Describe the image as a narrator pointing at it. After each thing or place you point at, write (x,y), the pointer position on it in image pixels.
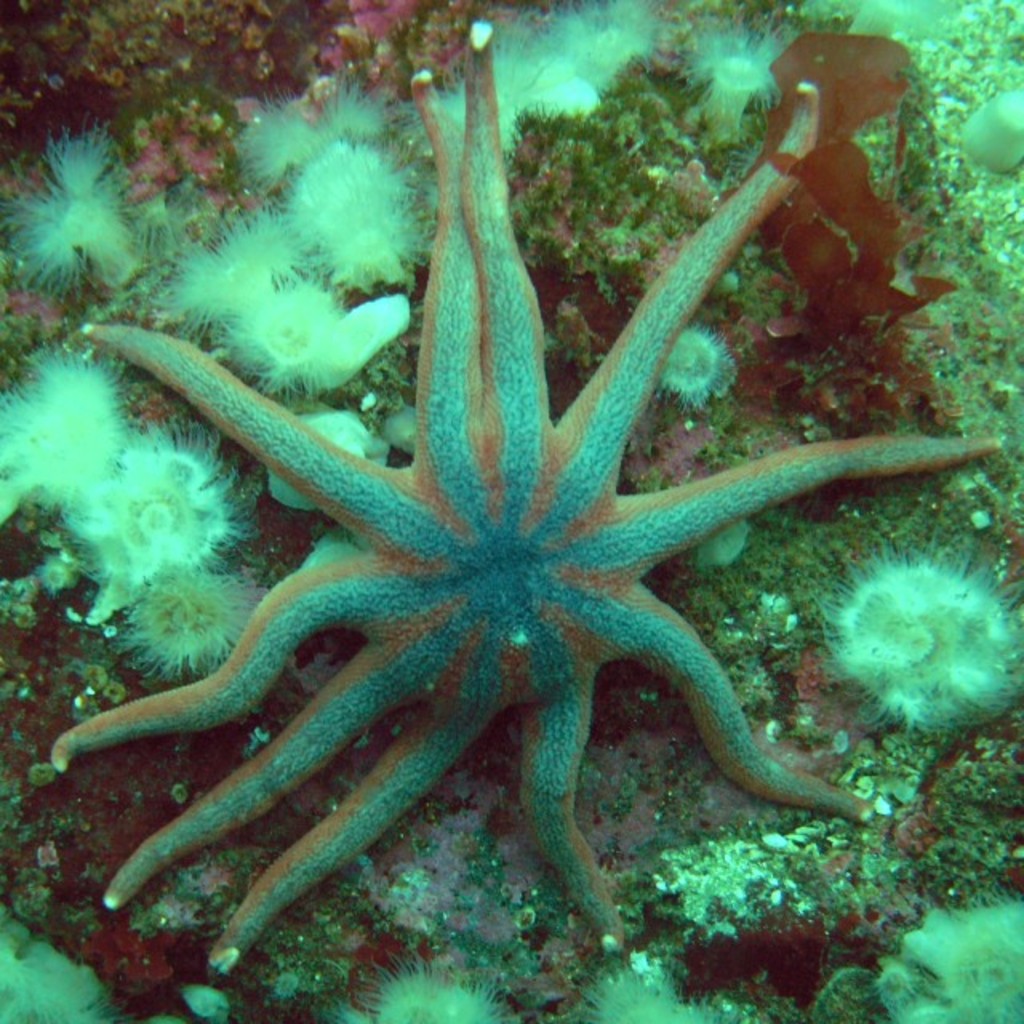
In the image we can see the water animal (520,636) and water marine (546,149).
